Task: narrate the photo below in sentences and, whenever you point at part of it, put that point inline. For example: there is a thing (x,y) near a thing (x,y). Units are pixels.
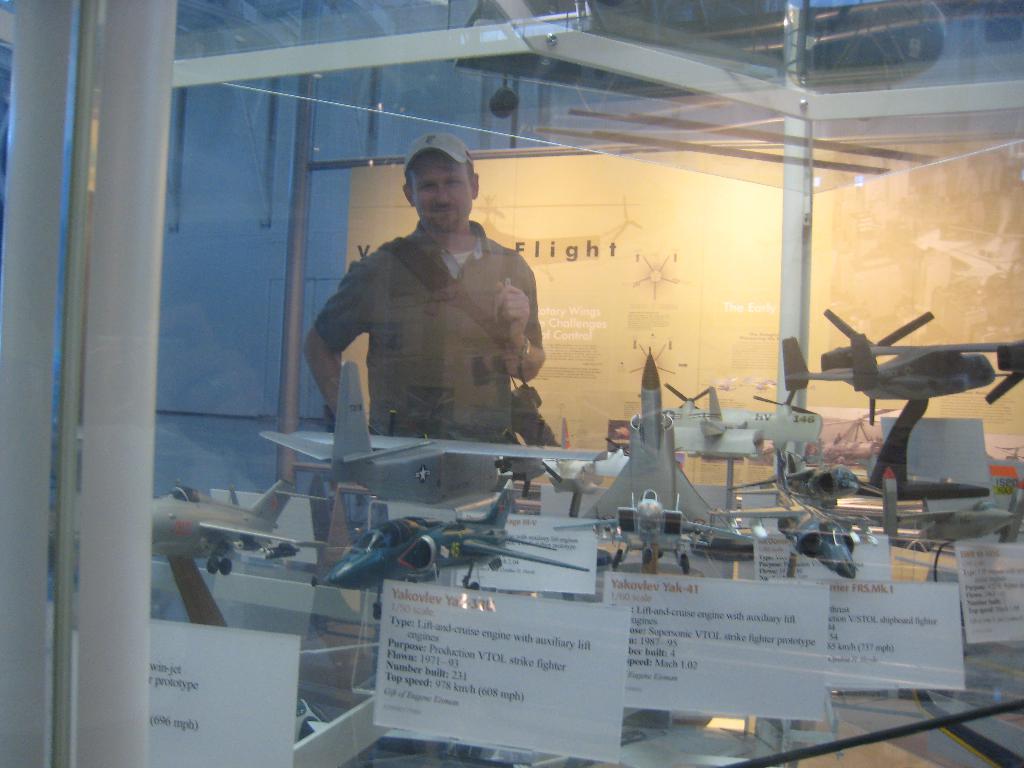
In this image there is a glass (587,766) in the foreground (573,661). Behind the glass (606,557) there are few toy airplanes (598,518) kept on the glass (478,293). In between them there are name boards (506,668). In the background (462,305) there is a person (434,299) standing on the floor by holding the bag (433,264). Behind him there is a glass (584,254) on which there is some text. On the left side (47,199) there are iron poles (26,255).
